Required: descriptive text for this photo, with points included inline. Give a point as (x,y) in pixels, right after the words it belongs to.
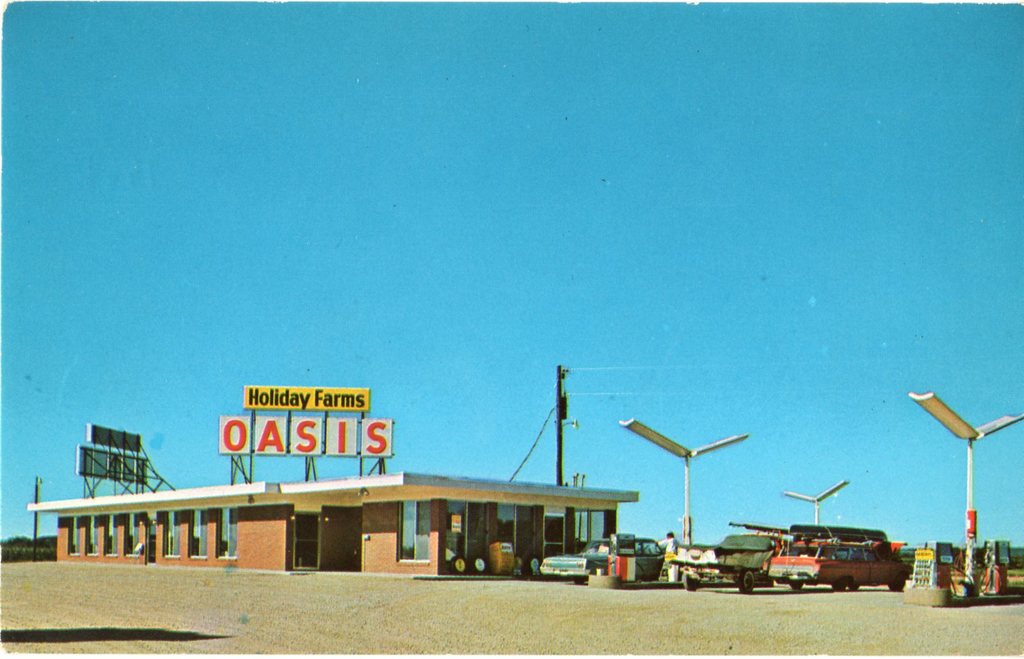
At the bottom of the image (305,545), we can see a house (420,548), poles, vehicles (587,546), people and oil filling station (999,585). Background (82,288) there is the sky (374,203).
